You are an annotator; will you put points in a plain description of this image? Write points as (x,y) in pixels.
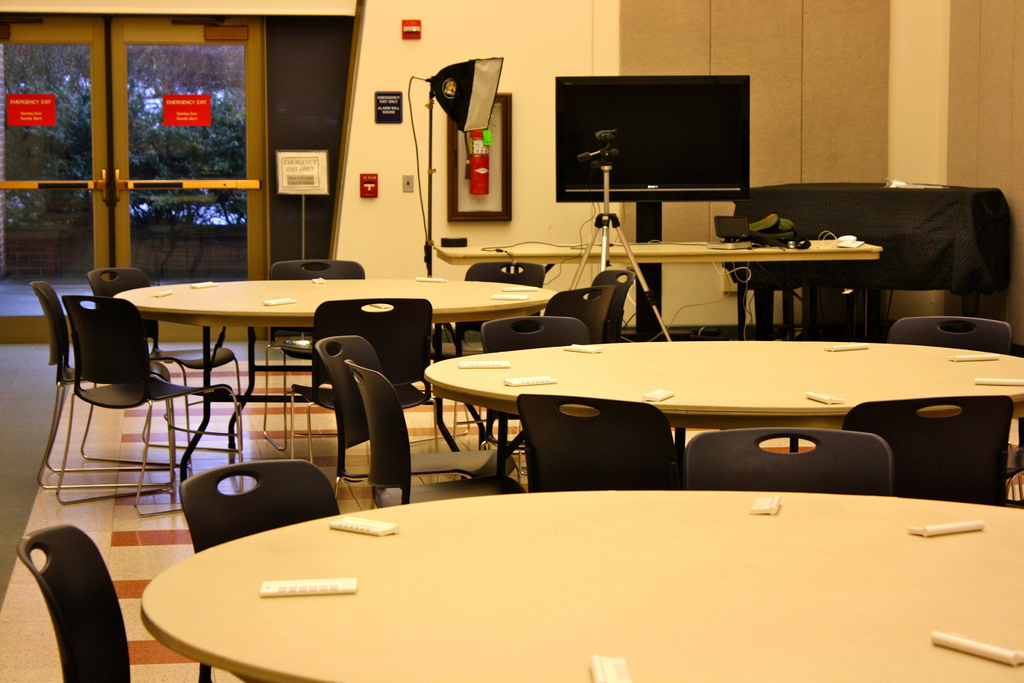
In this image we can see some objects (769,508) placed on tables (539,546) and group of chairs (72,575) placed on the ground (56,517). In the center of the image (645,294) we can see a stand (607,212), soft box (474,73) on pole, television (680,125) on a stand (645,232) and some devices (746,236) placed on the surface (544,253). In the background (229,190), we can see the fire extinguisher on the wall (446,231), glass doors (224,204) and some trees (239,204).
